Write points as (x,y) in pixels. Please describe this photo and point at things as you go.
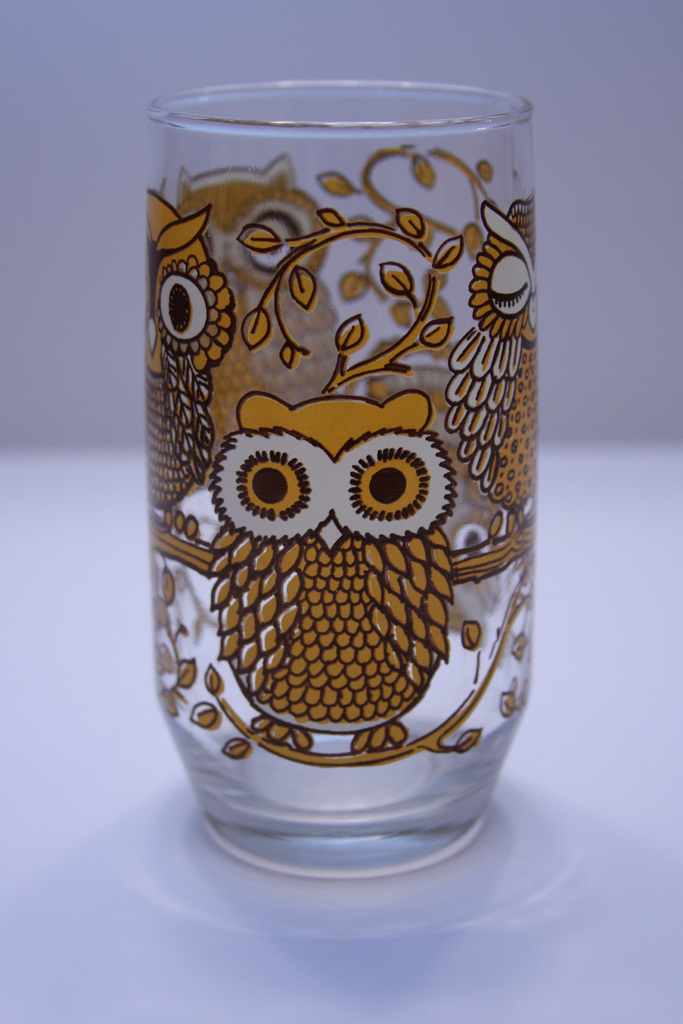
In the image in the center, we can see one table (437,889). On the table (541,965), there is a glass (447,821). On the glass (347,631), we can see some design (323,571). In the background (65,276) there is a wall (48,198).
